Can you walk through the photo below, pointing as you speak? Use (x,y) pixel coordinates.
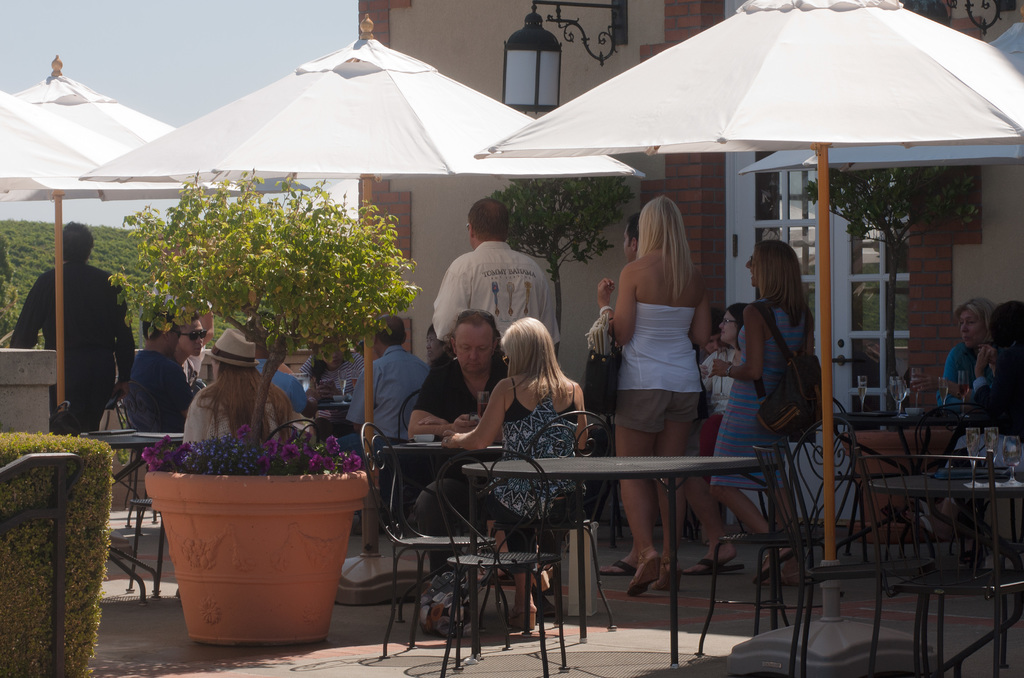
In this image we can see a group of persons (227,351) are sitting on the chair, and in front here is the table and some objects (900,396) on it, and here the group of persons (665,342) standing, and here is the tree (390,311), and here is the tent (406,108), and here is the building (505,6).
